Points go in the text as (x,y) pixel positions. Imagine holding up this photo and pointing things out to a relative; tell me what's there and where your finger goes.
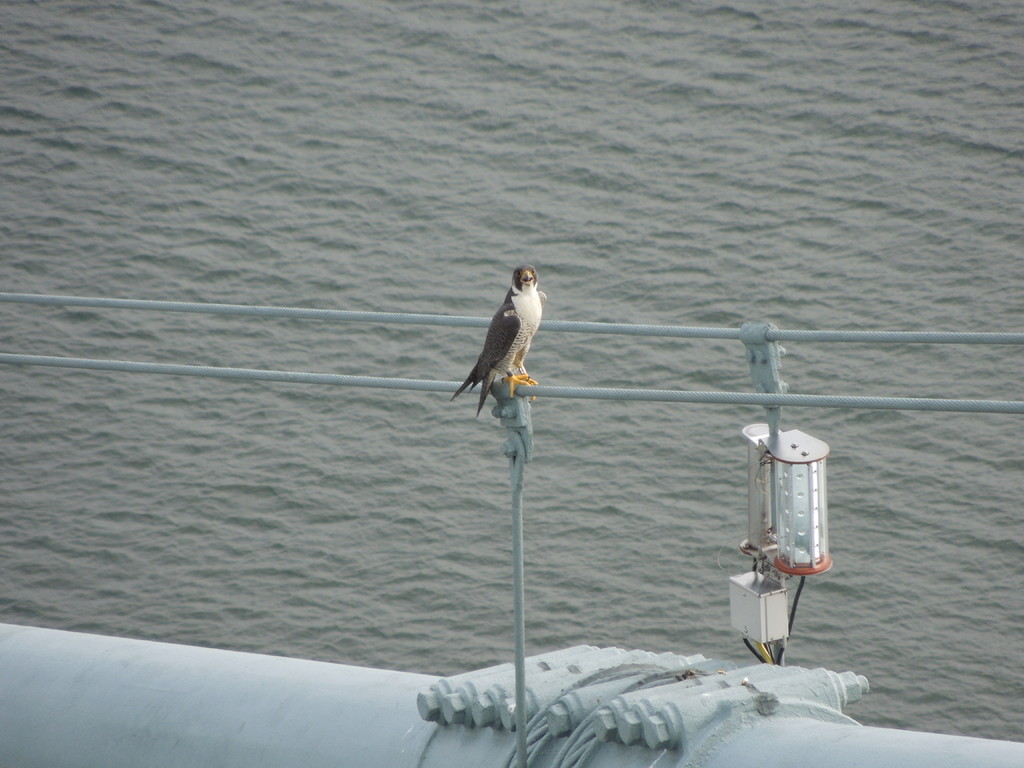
In this picture there is a bird (521,274) standing on the rod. There is a light (781,445) on the rod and at the bottom (463,695) there is a metal pipe (316,673). At the back (516,139) there is water (502,139).
